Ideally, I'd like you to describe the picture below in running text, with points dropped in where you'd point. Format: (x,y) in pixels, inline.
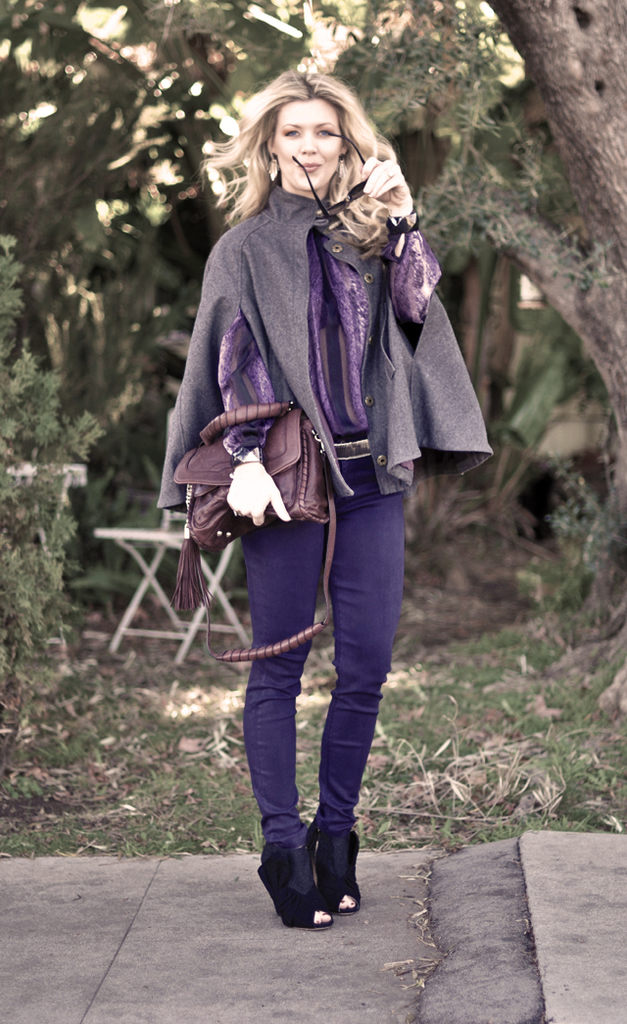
In this picture there is a girl (284,350) wearing a gray color jacket (260,281) and holding a brown color handbag (315,462) on her right hand (257,494) and holding a spectacles (351,191) on her left hand (389,209) and back side of her there are some trees (219,60) and on the middle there is a chair (142,535) and she is standing on the floor (150,941). And she is smiling. and left side (11,603) there is a plant (6,424) visible.
